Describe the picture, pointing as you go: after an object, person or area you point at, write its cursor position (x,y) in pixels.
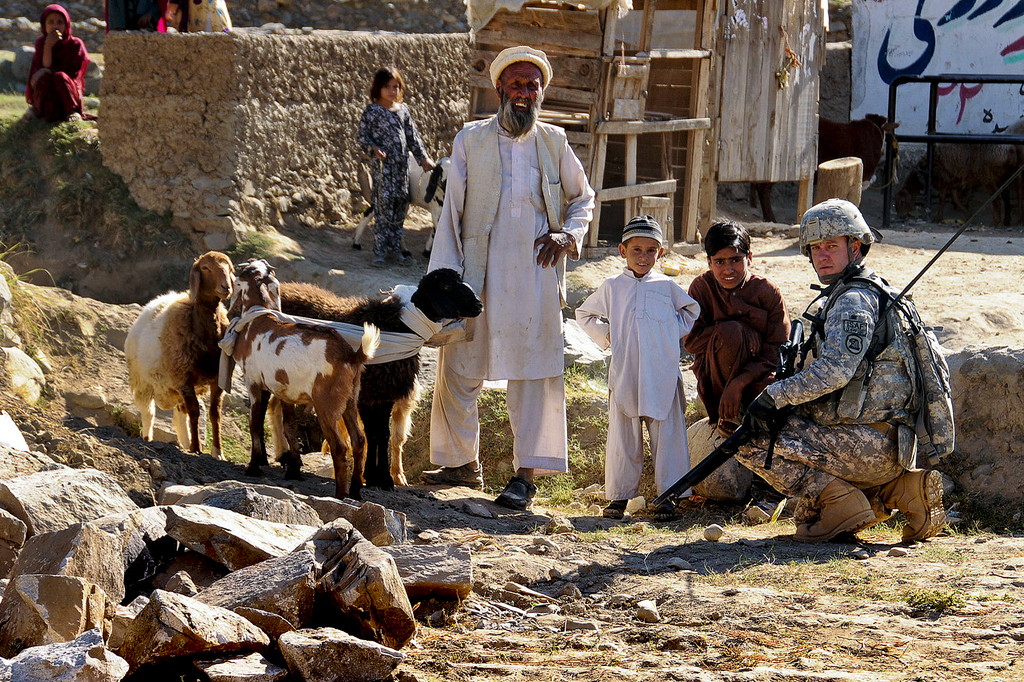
There are two people (654,327) standing, beside this man (584,181) we can see animals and this man (851,438) sitting like squat position and wore bag (928,424) and holding a gun (741,444). We can see stones (406,573). In the background (153,121) we can see wall (285,45), people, wooden object (605,140) and animal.
